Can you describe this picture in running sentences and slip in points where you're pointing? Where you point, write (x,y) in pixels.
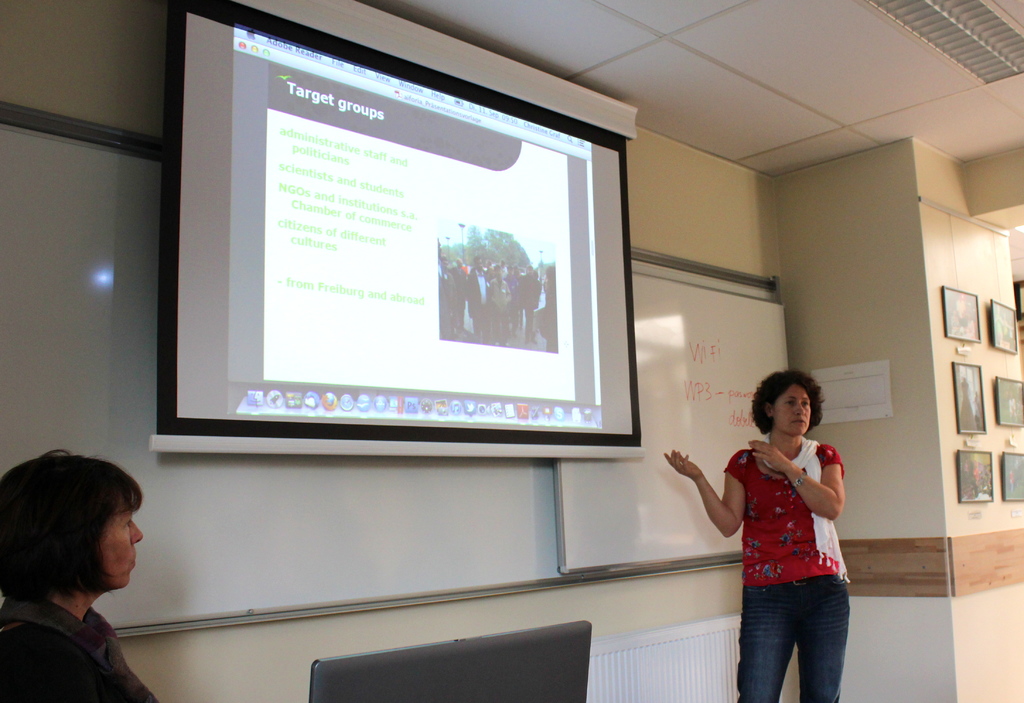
In this picture I can see the two women (760,484) on either side of this image, in the middle (468,322) there is a projector screen (442,327). In the background (453,554) there are boards (455,567), on the right side (1022,404) I can see the photo frames (999,421) on the wall (999,440).
